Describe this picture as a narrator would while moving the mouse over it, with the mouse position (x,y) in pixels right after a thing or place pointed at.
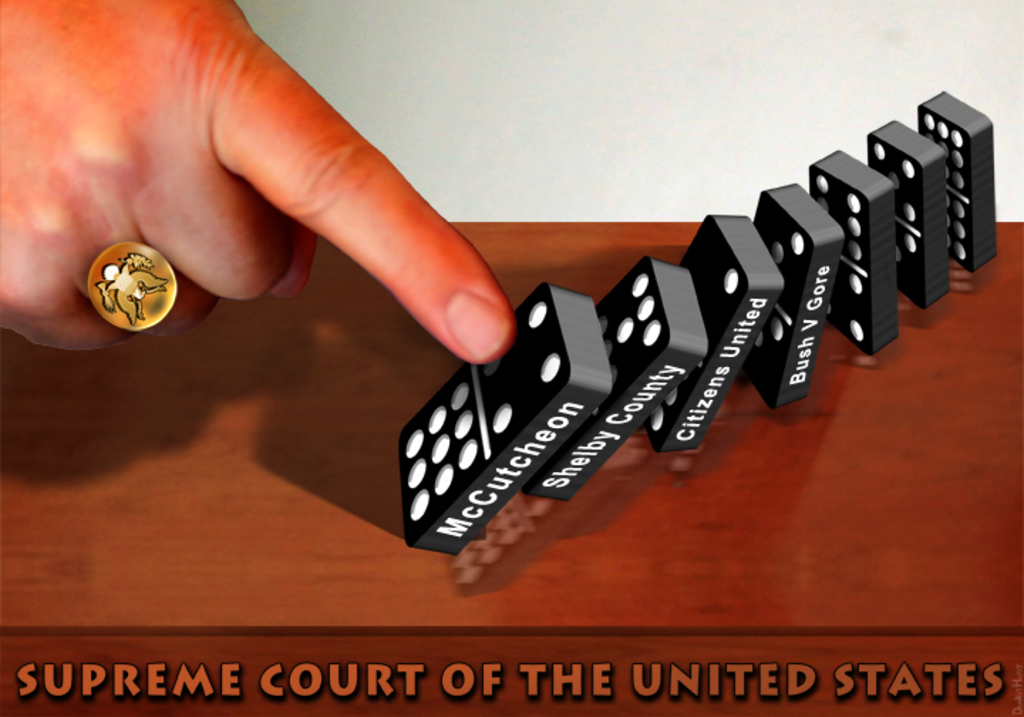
In this image we can see the hand (427,300) of a person (416,310) with a ring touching some objects (937,151) which are on the table (524,574). There is some text (493,669) at the bottom of the image (493,669). In the background of the image (649,72) there is a wall (722,59).
